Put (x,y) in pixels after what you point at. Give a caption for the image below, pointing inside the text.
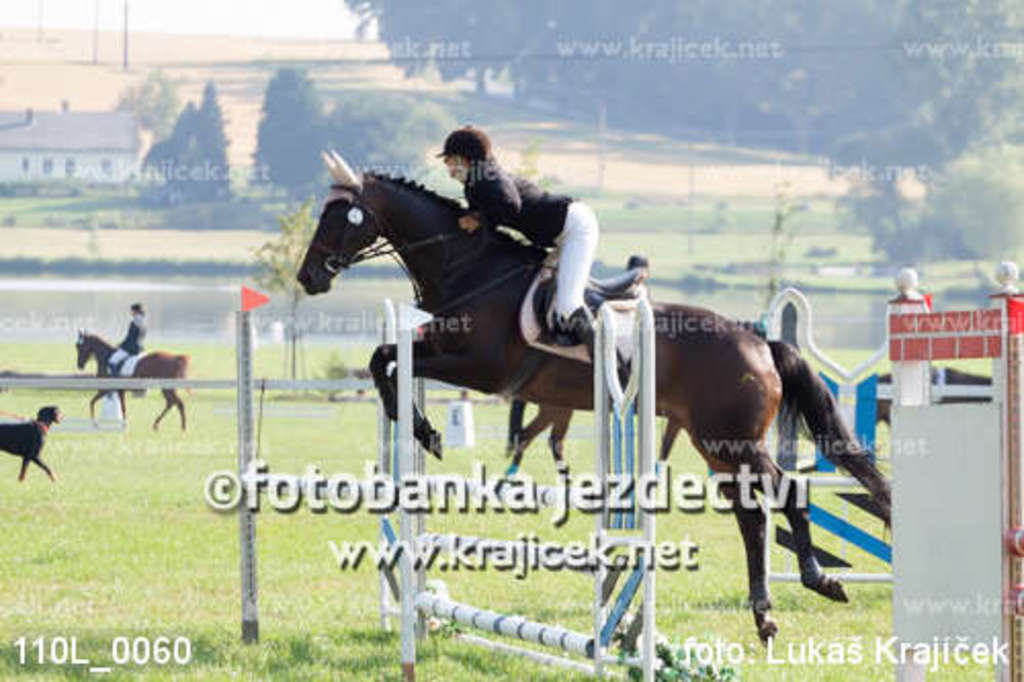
In this image I can see a person (497,209) wearing black dress (534,208), white pant (586,218) and hat (480,146) is sitting on a horse (702,339) which is black and brown in color. I can see few metal poles (627,590), some grass (364,644), a flag (244,293), a dog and another person (119,362) sitting on the horse (146,373). In the background (232,190) I can see few trees (328,137), the ground (492,105), a building (46,114) and the sky (236,28).
